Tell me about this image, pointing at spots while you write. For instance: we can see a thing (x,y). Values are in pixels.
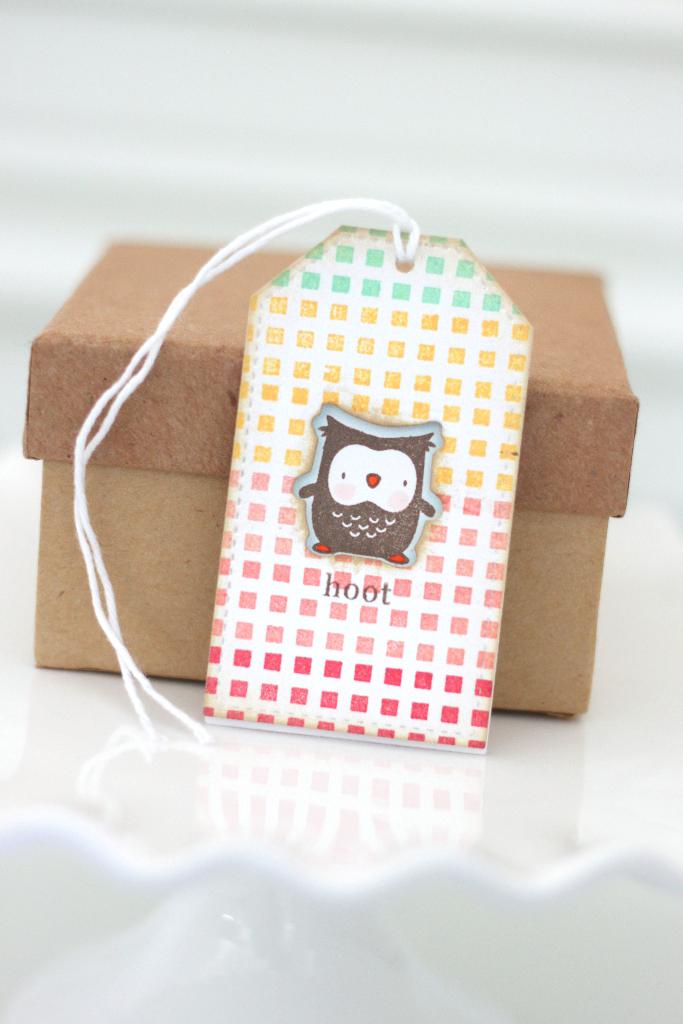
In this image there is a box (538,390). In front of it there is a card (364,461) with thread (240,242).
